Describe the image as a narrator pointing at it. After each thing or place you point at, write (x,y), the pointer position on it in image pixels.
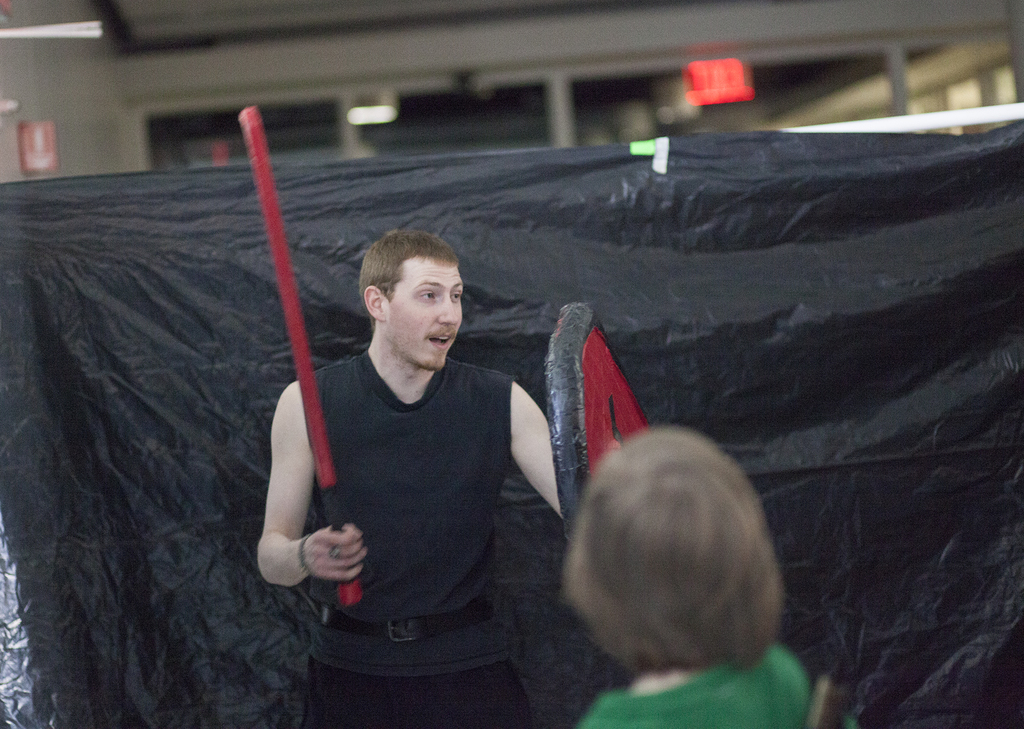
In this image there is a man (398,385) in the middle (398,416) who is holding the shield (573,382) with one hand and a stick (300,354) with another hand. In the background (141,293) there is a black colour mat (131,314). At the bottom (786,708) there is a person (627,655) sitting in the chair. At the top (742,74) there are lights (727,75).
